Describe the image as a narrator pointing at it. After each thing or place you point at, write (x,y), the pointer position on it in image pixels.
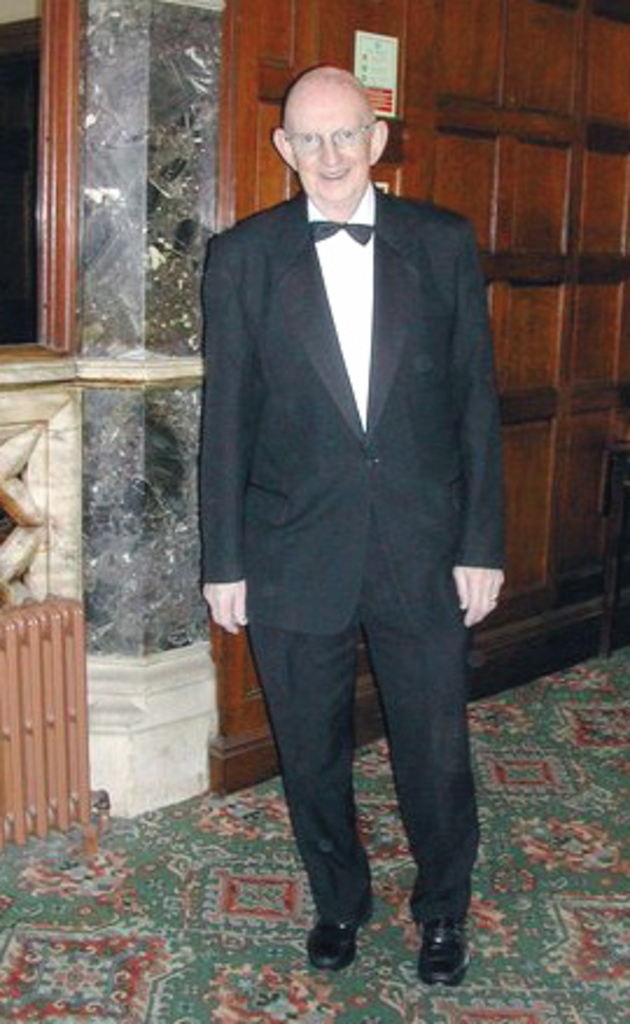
In this image, there is a person (456,269) wearing clothes (369,433) and standing in front of the wall (521,351).
